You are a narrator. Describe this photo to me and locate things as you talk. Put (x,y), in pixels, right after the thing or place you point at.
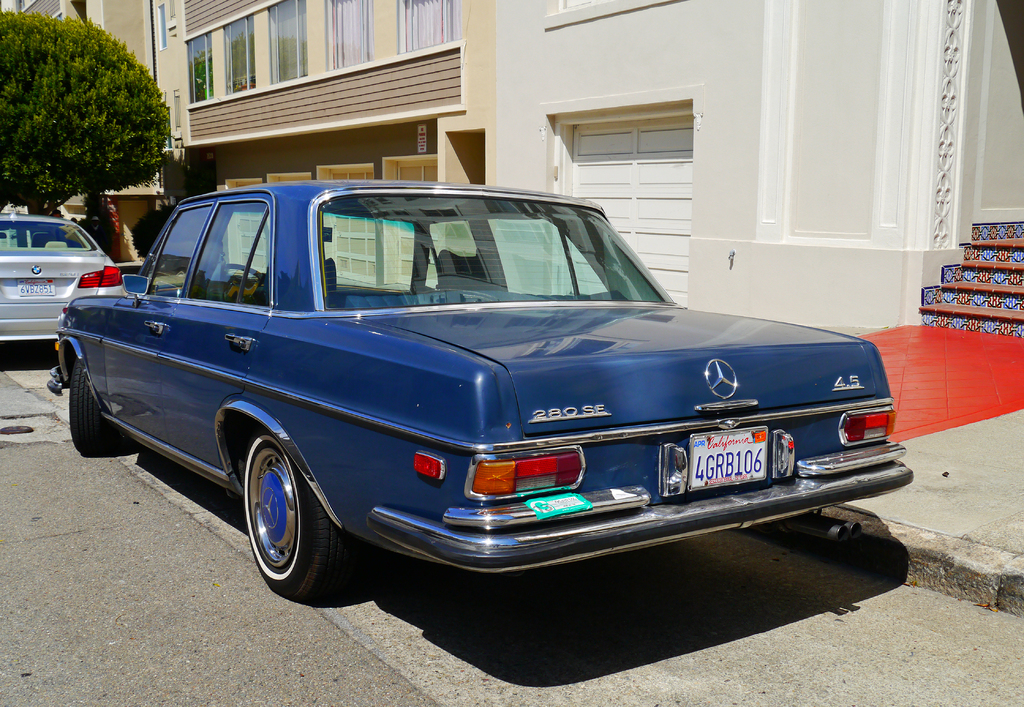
In the picture I can see vehicles (308,425) on the road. In the background (74,106) I can see buildings (337,137) and some other objects (114,184).
